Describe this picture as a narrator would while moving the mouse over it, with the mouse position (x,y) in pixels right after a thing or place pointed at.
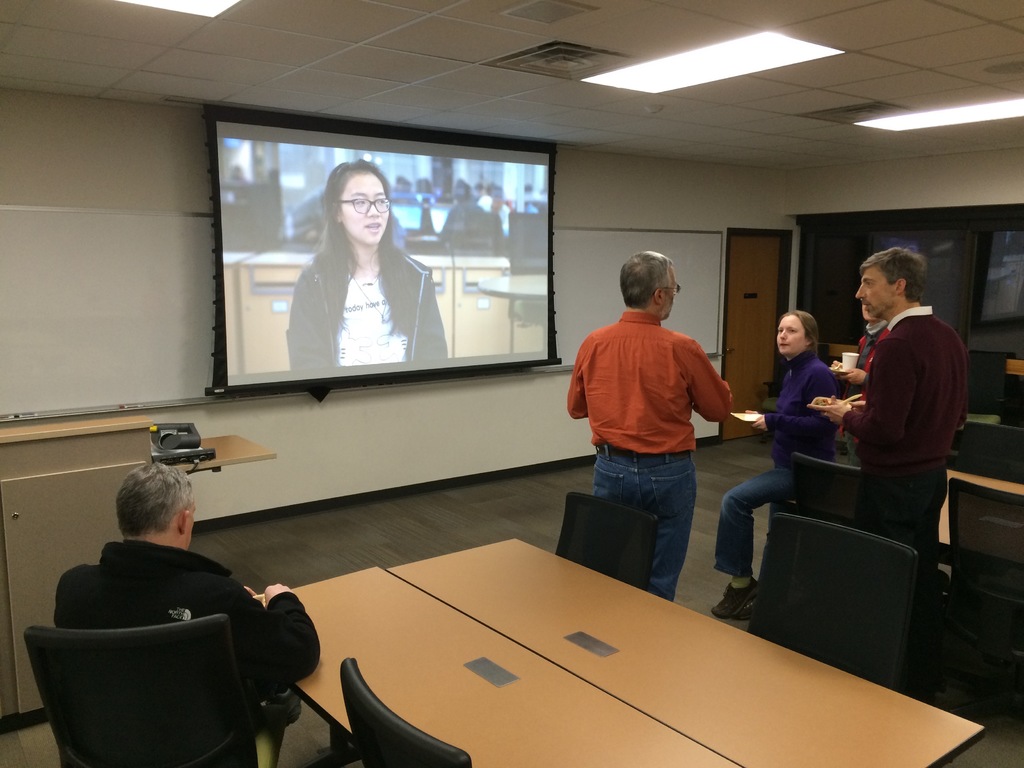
in this image there are few tables (560,728) and chairs (418,737). the person (191,609) at the left (133,473) is sitting and wearing a black shirt (200,592). there are four people (741,495) at the right side (729,502). they are talking to each other and behind them there is a projector display (380,279). a woman (385,281) is being displayed on the screen (417,287).
